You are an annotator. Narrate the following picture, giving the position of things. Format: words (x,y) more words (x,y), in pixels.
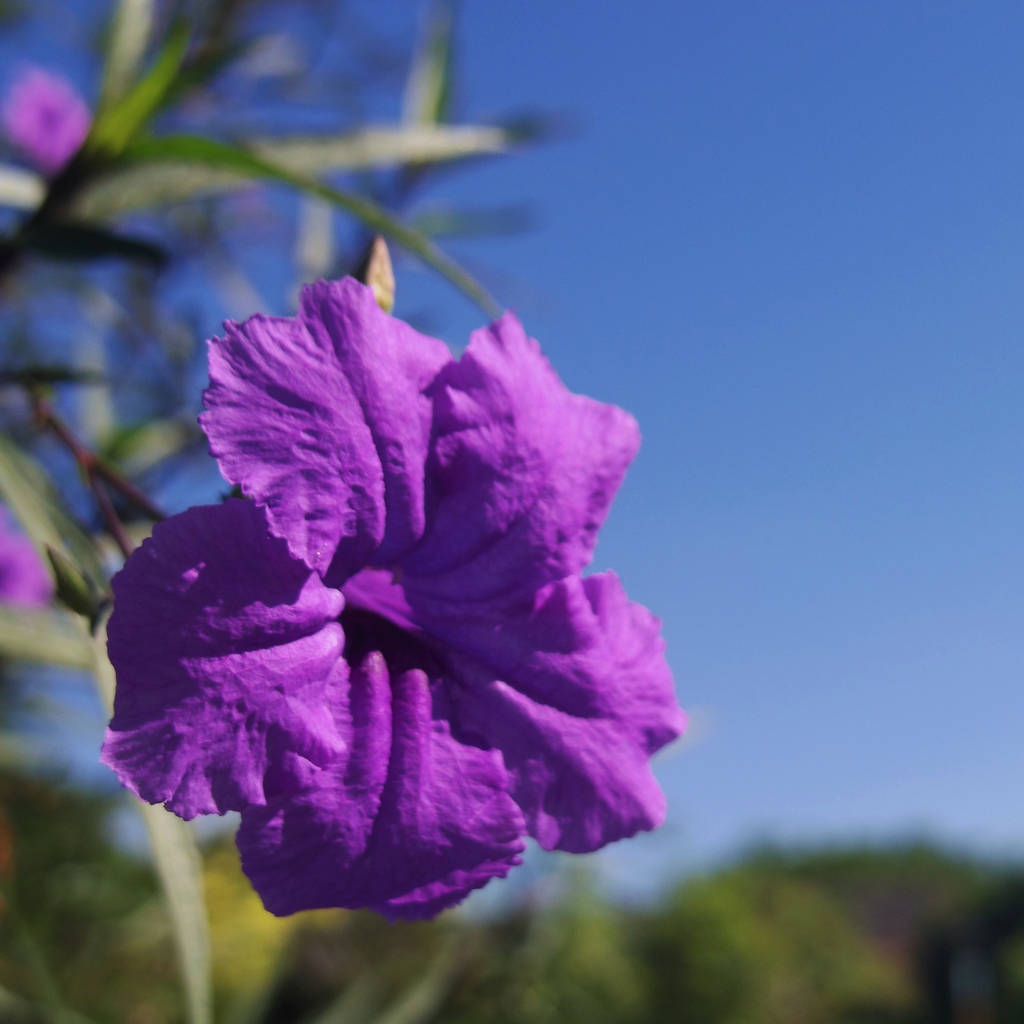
In this image, we can see a plant (287,344) with some flowers (251,694). We can also the blurred background (807,781) with the sky (787,708).
